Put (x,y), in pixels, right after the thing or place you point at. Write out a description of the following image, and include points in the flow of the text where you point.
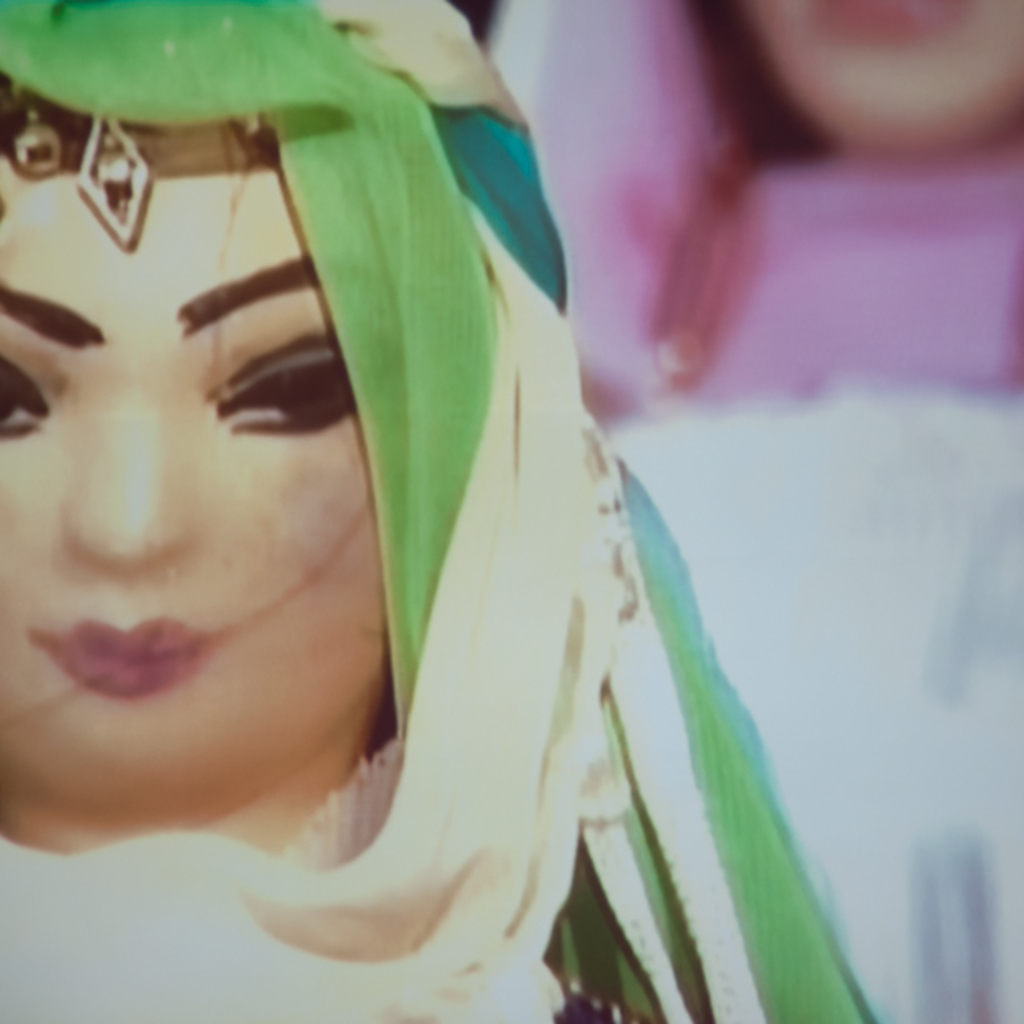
In this picture we can see a toy (328,613) and blurry background (863,131).
